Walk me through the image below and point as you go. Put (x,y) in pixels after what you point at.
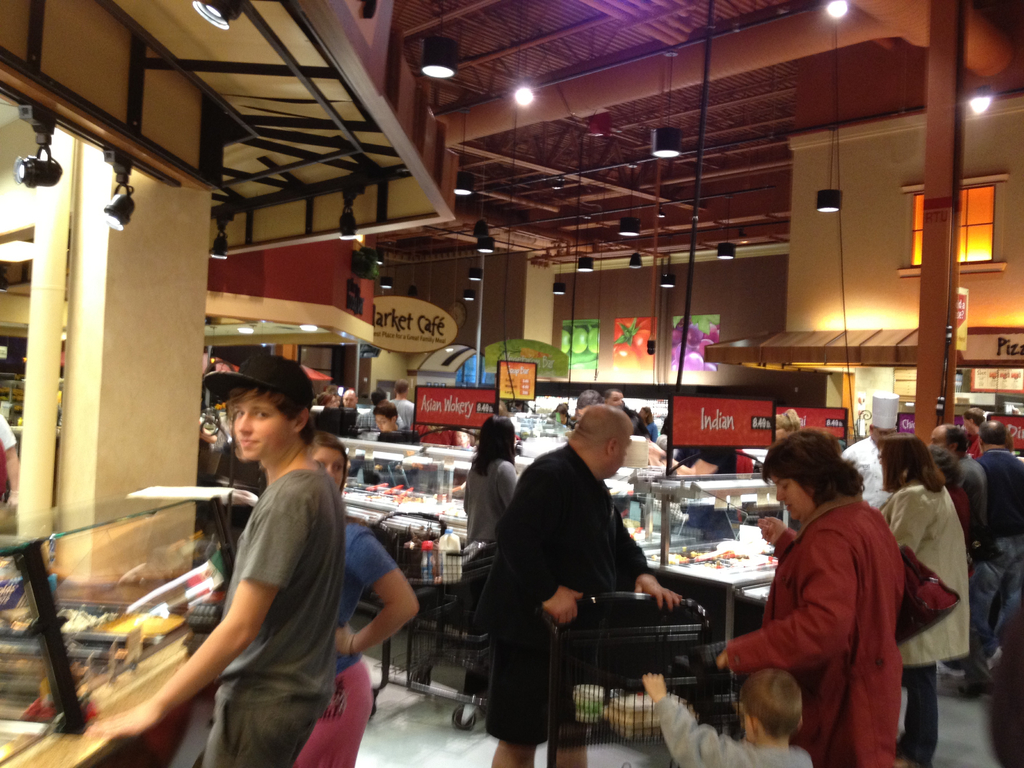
In this image there are group of people (931,441) standing, trolleys (696,626) with some objects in it, stalls (543,434), lights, iron rods (499,161), papers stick to the wall (621,282), boards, items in the glass boxes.
